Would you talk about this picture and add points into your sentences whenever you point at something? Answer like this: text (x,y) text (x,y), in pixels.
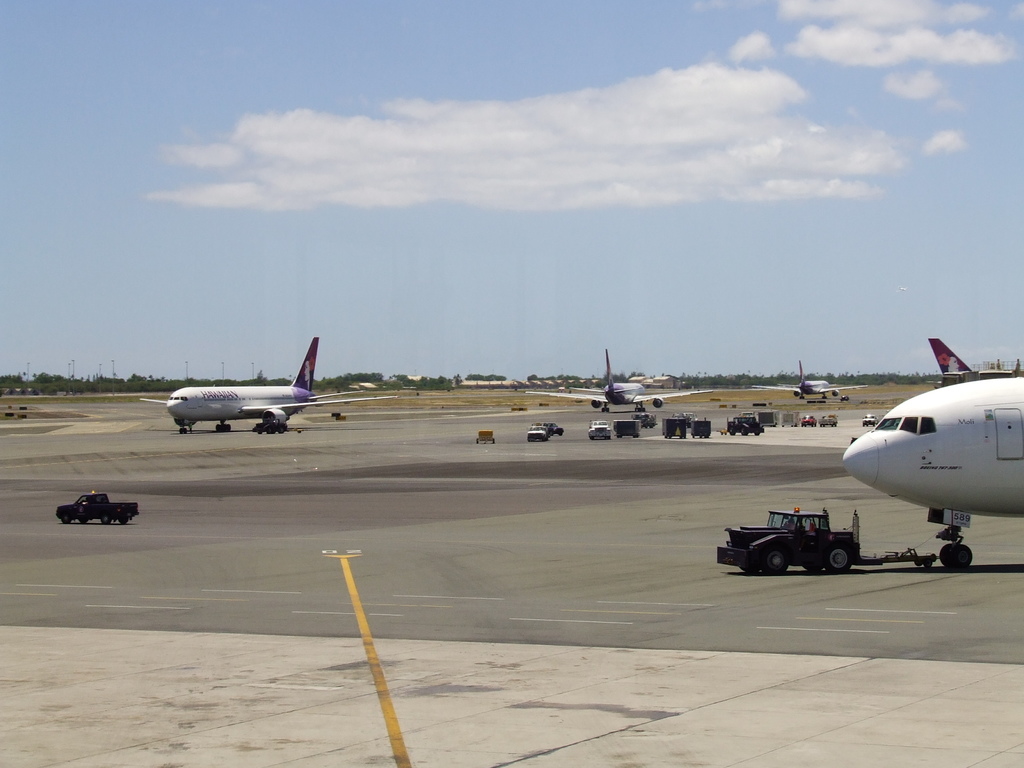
This image is clicked on the road (546,567). There are airplanes (924,455) and vehicles (839,545) parked on the road (368,480). In the background (452,381) there are trees (827,375) and poles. At the top (515,176) there is the sky (581,173).
